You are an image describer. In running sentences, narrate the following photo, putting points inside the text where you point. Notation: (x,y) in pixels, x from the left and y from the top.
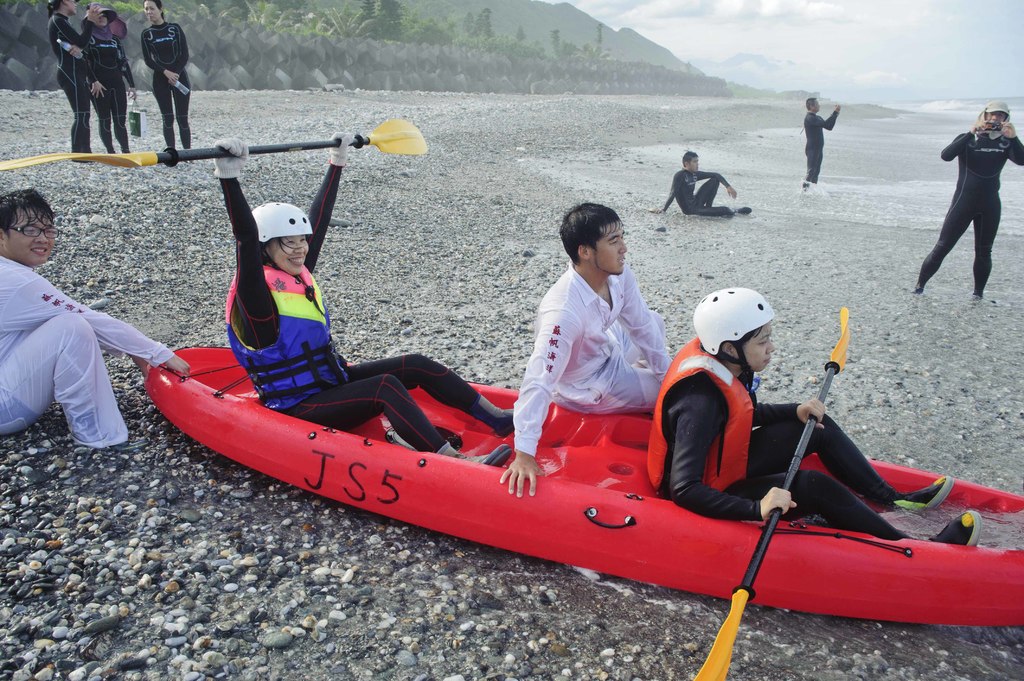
This image is clicked outside. There is a small boat (573,467) in the middle (453,423). There are some persons (757,351) in this image. This looks like a beach (834,255).
